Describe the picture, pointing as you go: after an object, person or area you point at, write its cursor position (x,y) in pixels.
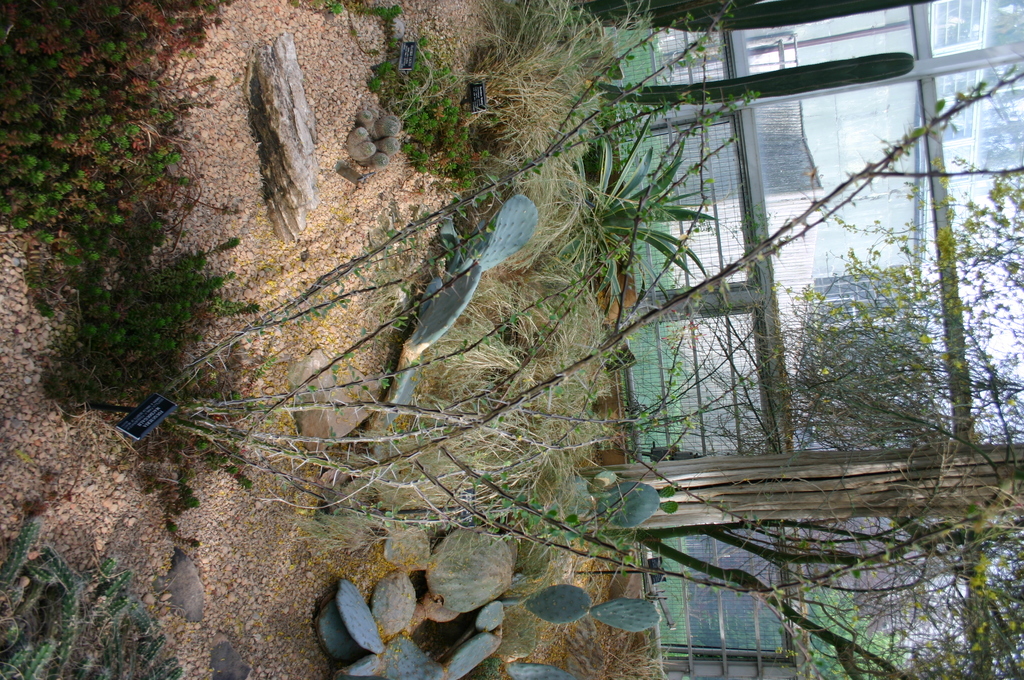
In the picture we can see a sand (91,451) on it, we can see some plants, rocks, stones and in the background (718,503), we can see some railing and some plants (932,408) near it.
